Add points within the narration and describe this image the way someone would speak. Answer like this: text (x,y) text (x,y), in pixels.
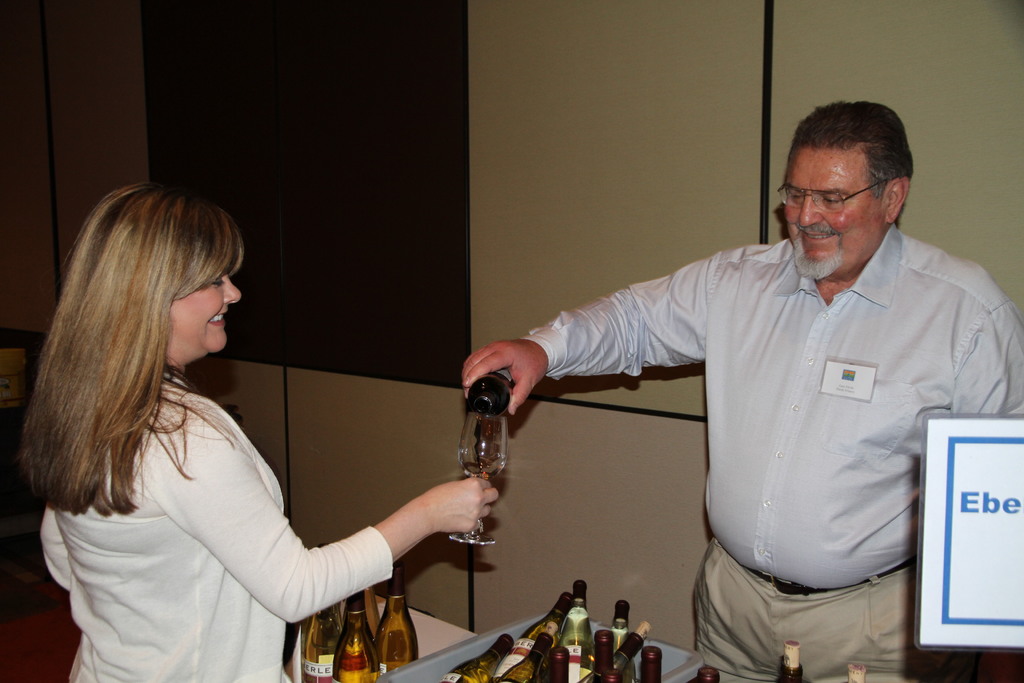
As we can see in the image there is wall (575,208), two people (158,365) standing, poster (954,549) and trays (431,668). In trays (639,650) there are bottles (526,638). The woman (200,487) standing on the left side (161,423) is wearing white color jacket (159,541) and holding glass (489,463).
